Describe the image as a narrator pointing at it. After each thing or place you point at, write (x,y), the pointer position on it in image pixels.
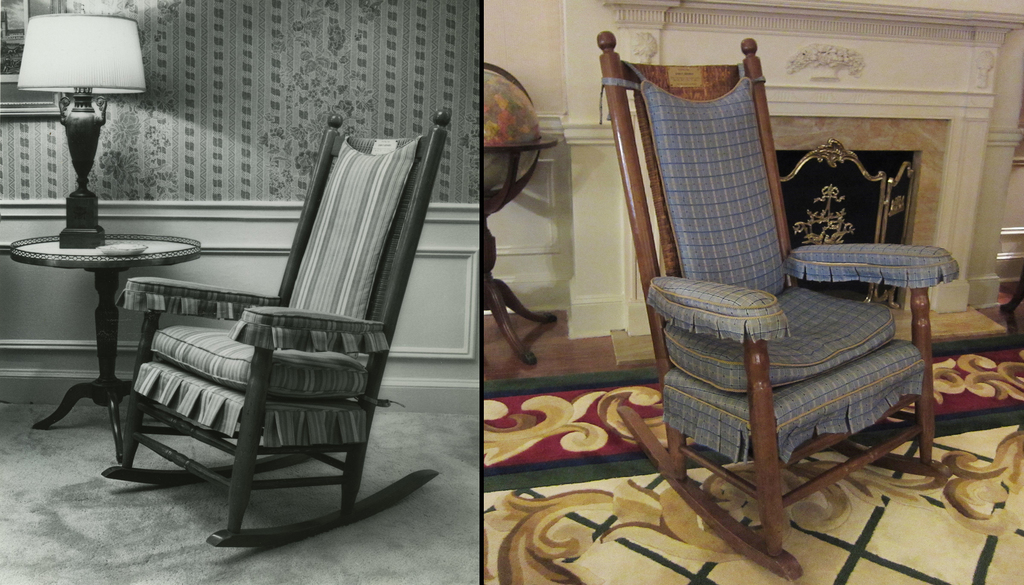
This is a collage image. In this image we can see the black and white image of a similar chair (421,481) as in the color image. In the image we can see chair (697,301), lamp (83,129) on the side table (110,340), fireplace (802,210) and a decor (492,261).
